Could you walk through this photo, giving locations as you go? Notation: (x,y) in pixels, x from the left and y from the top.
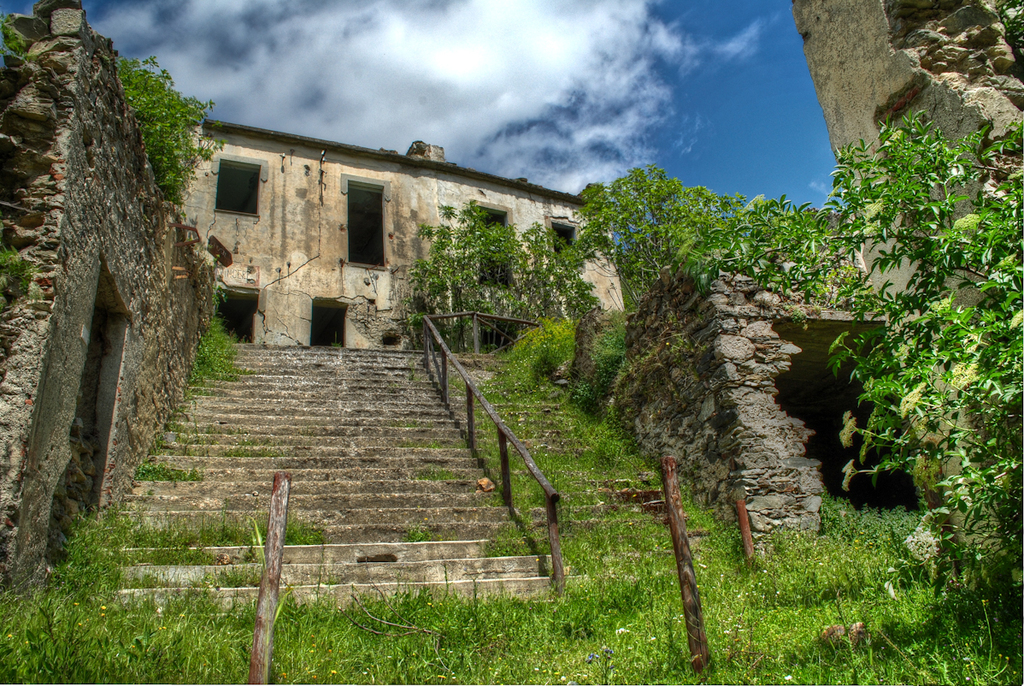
In this picture we can see the steps (475,478) and a wooden fence (444,399). On the left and right side of the steps (304,385) there are wall (127,263). Behind the steps (348,388) there are trees (500,306), building (385,214) and a sky (526,128).
